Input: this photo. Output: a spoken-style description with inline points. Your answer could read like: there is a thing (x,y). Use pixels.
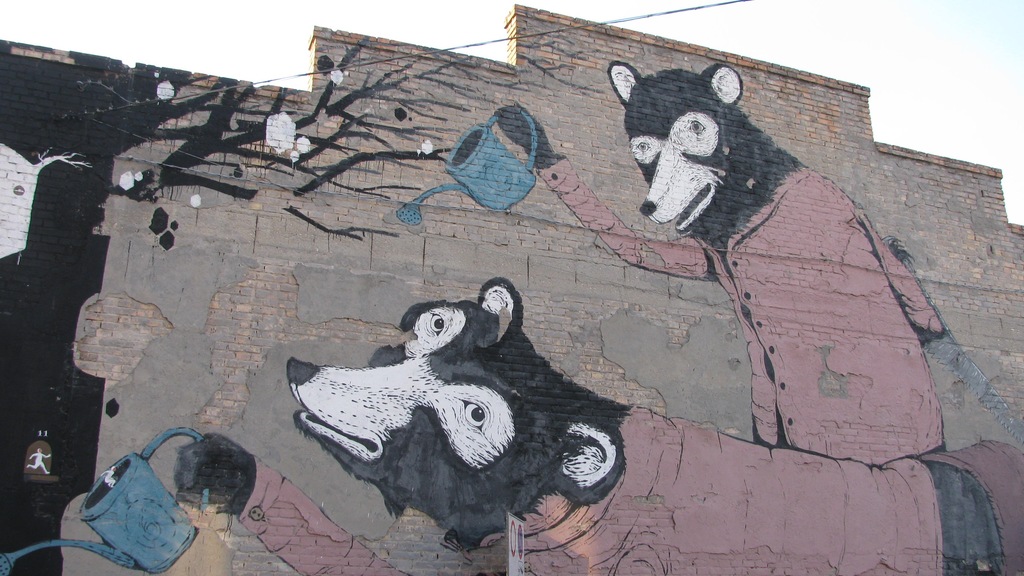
In this picture we can see the wall (604,144). On the big wall (649,113) we can see the painting (692,120) of the bears (820,240) who are holding watering cans (510,185). At the top (1003,137) we can see sky (503,16).
